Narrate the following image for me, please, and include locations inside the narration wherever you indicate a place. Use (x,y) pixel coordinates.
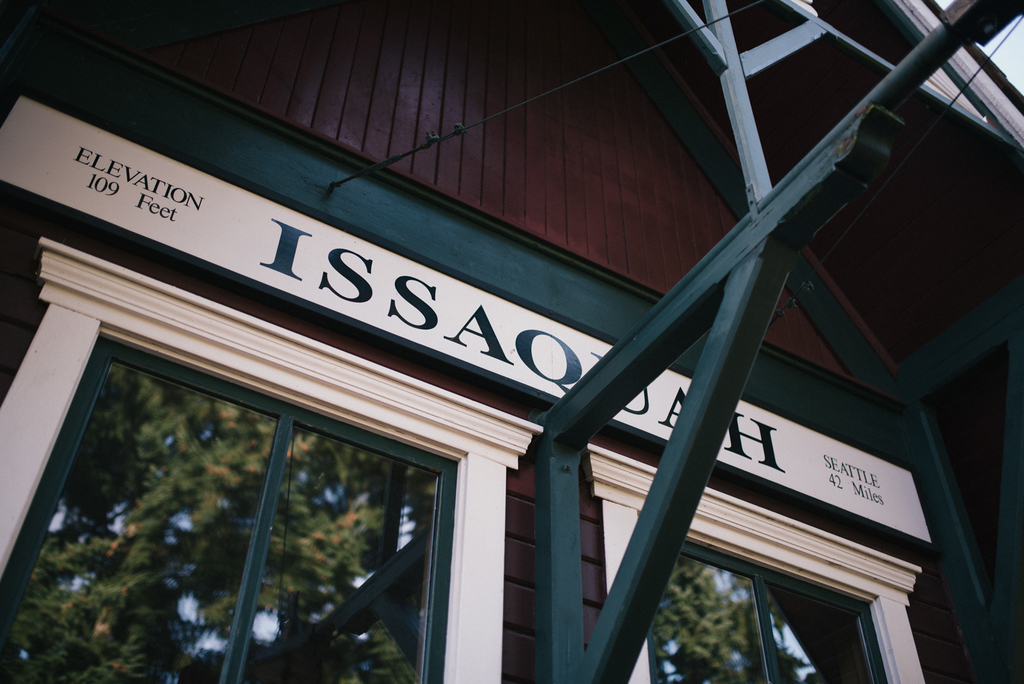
It looks like a building (491,161) and these are the windows (295,564). On the glass windows (187,550) we can see the reflection (299,573) of trees (299,571) and here we can see the text (295,259).
